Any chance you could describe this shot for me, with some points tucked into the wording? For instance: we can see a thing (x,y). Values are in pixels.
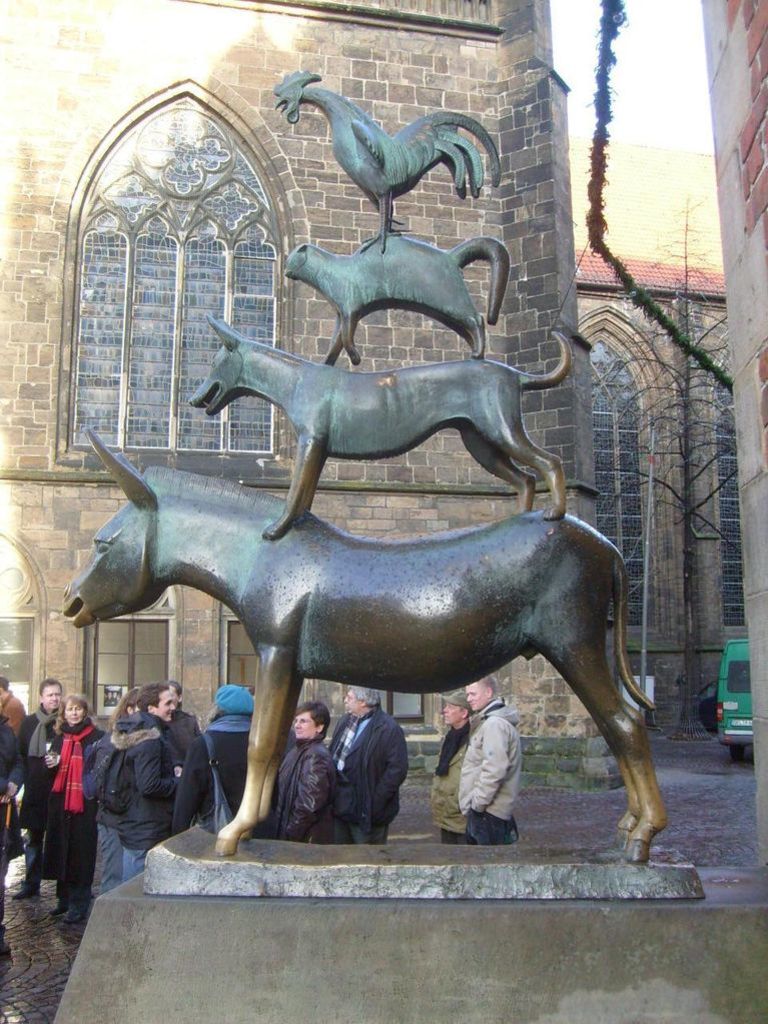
This image is taken outdoors. In the background (519,345) there are two buildings (546,274) with walls (546,287), windows (594,355) and roofs (658,229). In the middle of the image (490,601) there are a few statues (363,291) of animals (343,399) and a bird (392,185) on the stone (171,924). A few people (41,822) are standing on the floor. On the right side of the image (737,152) there is a wall (749,239) and a car (726,711) is parked on the floor (725,754) and there is a pole (647,582).
